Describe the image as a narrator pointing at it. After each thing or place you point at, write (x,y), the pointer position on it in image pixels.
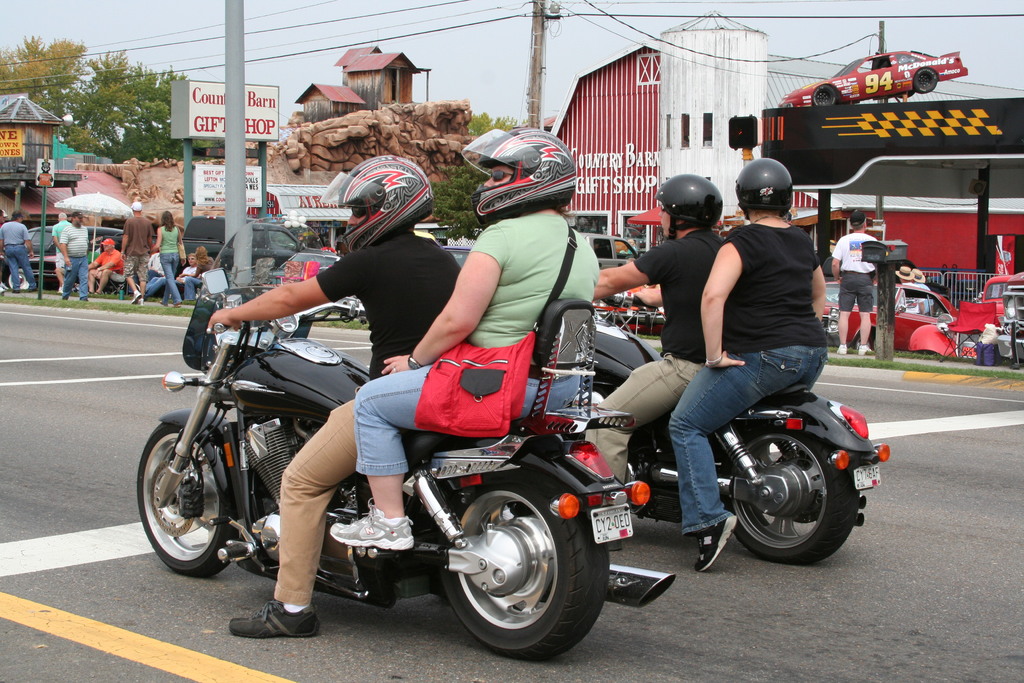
In the above picture there are two pair of couples (447,291) driving a bike (317,362). A person (383,319) wearing a helmet (389,210) in a black t shirt (380,269) with a brown pant (308,456) and black shoes (280,626) riding a bike (305,374) sitting in front and the woman (503,269) having a helmet (516,186) with a jeans (396,397) and a green colored t shirt (524,243) wearing a cross shoulder bag (512,363) which is red in color sitting in back of the bike (535,489), she is having a wrist watch (412,362) on her left hand (418,351). And the other couple (770,311) beside this couple (524,259) are driving a bike (626,346) are wearing black colored t shirts (732,302). The front person (698,352) who is riding a bike (614,358) is also having a black helmet (671,197) and a person (747,286) sitting in the back (775,319) is wearing a blue jeans (702,414) and also having a black colored helmet (751,196). They are riding black colored bikes (643,361). In the back ground of the picture (233,103) i can see some poles (229,117) some cars (218,235) parked and a couple of people (209,261) sitting on the chairs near to the foot path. Some people (174,269) are walking on the footpath (127,300) also. There is gift shops (633,129) and some other shops (897,136) beside the road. Some people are also having a hat (909,272) on their heads (908,273). In the left corner of the picture (82,95) there are some trees (108,114) and there are some cables (653,14) passing through the poles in the middle of the picture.
